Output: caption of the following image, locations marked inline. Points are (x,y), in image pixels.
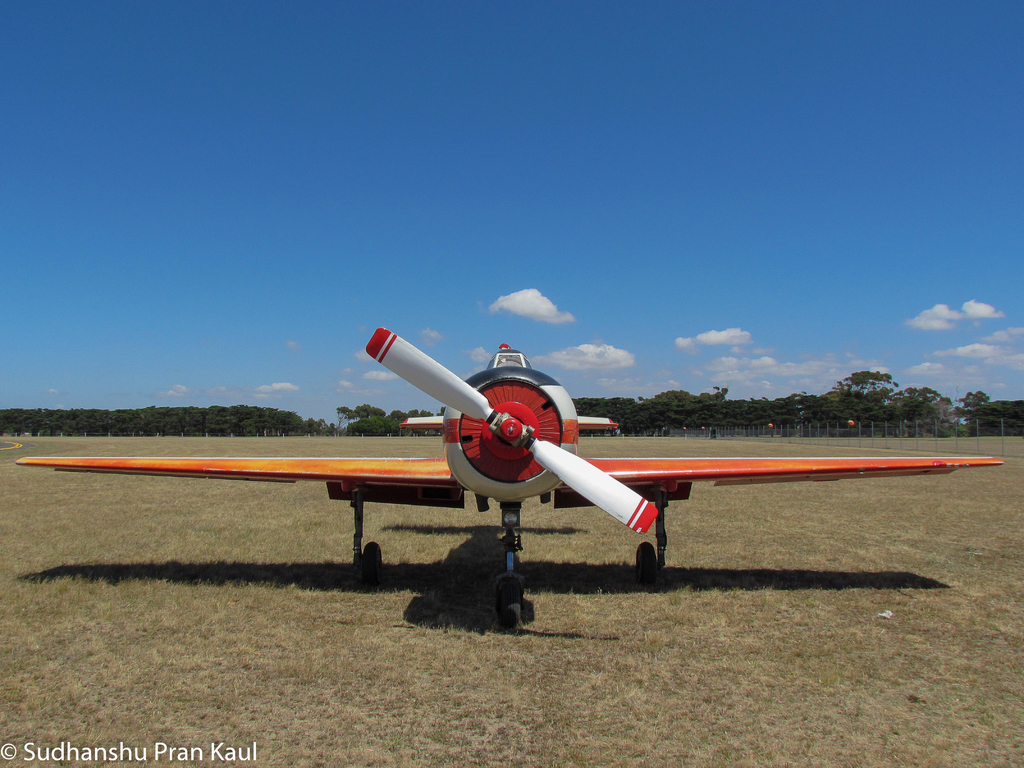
In the foreground of this image (522,517), there is an airplane (520,582) on the ground (562,524). In the background (716,420), there are trees (280,430), sky (532,227) and the cloud (527,309).
